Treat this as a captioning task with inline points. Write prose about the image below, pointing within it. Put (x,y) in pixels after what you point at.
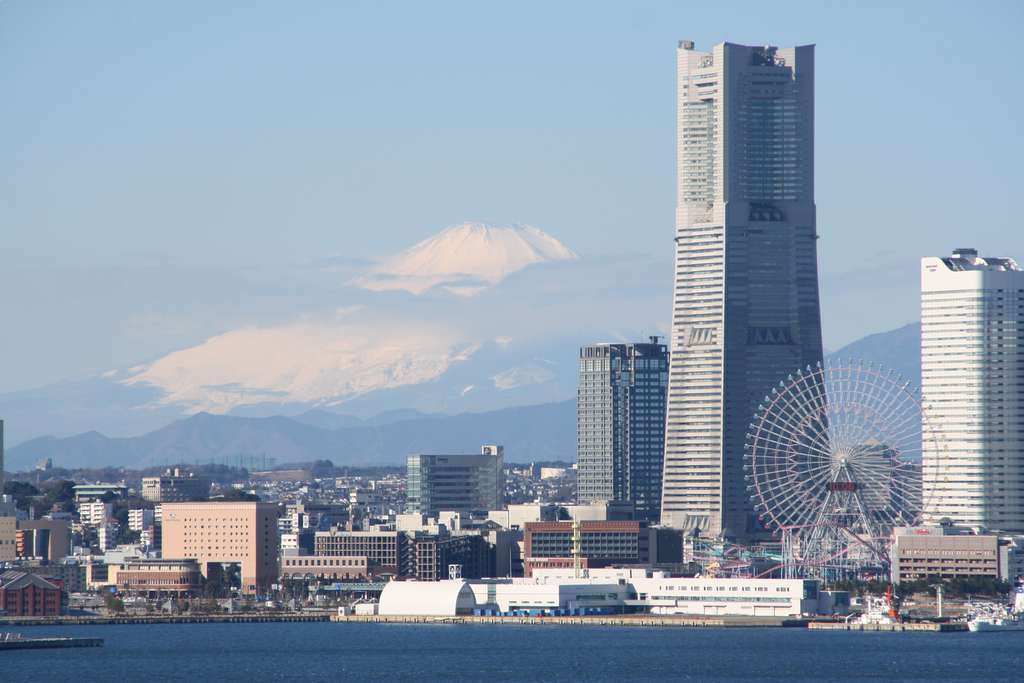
In this picture I can observe a river (479,634). There are some buildings (509,527) in this picture. In the background (456,450) there are mountains (446,340) and a sky (546,189).
